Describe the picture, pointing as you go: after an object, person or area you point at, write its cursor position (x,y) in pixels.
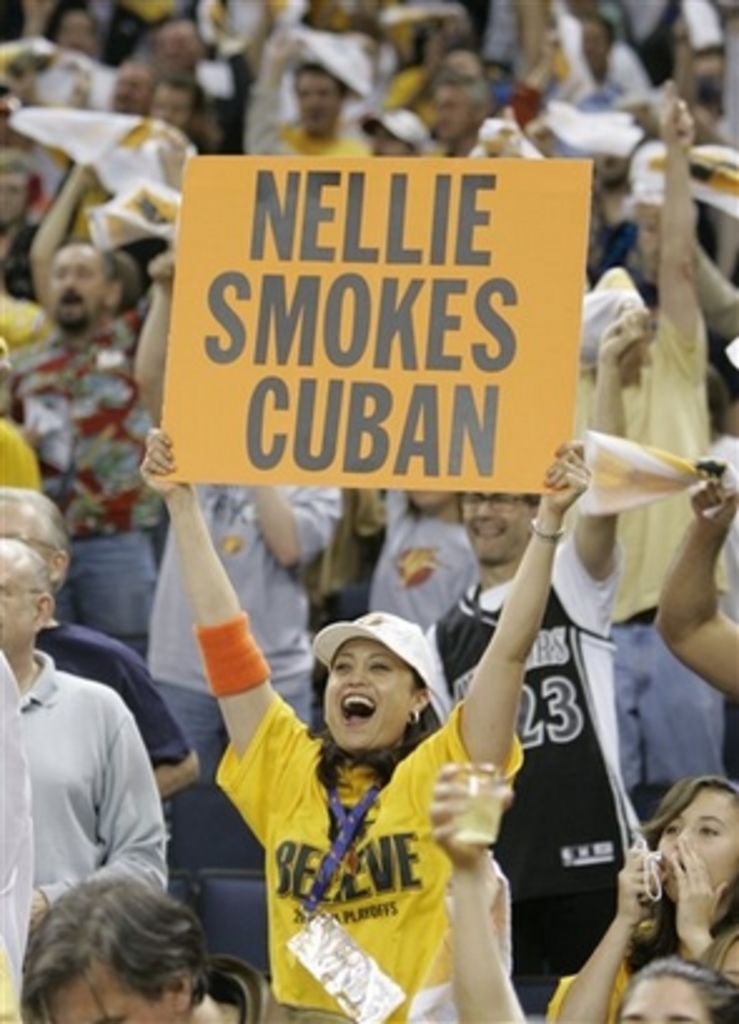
In this image I can see a woman (395,767) holding a board (410,352) with some text (464,250) written on it. In the background (268,71), I can see some other people (700,639).
